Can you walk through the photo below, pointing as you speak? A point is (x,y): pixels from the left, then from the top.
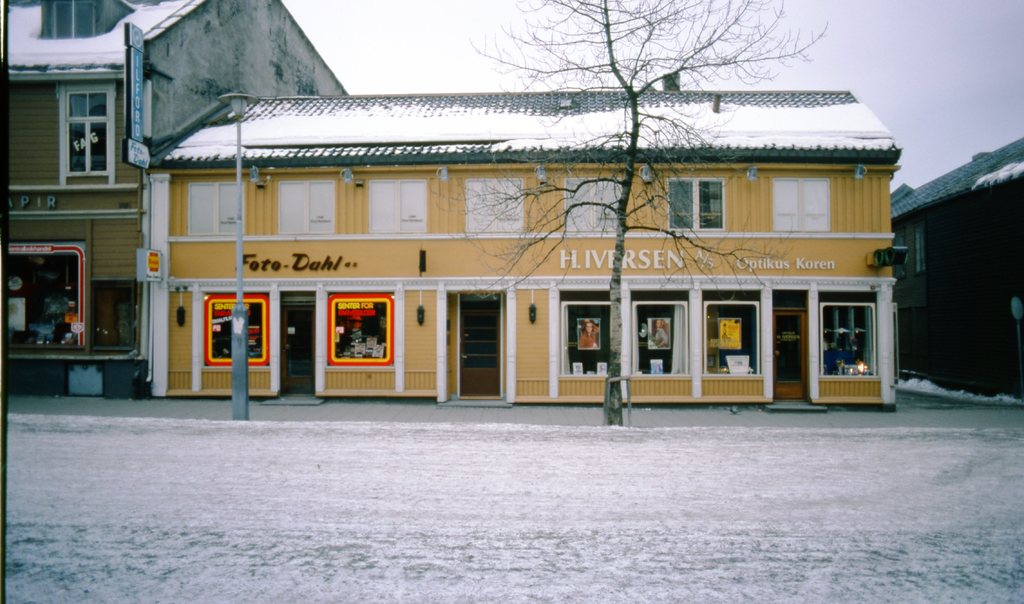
There is a road (345,488). On that there is snow (639,482). Also there is a tree (614,290) and street light pole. In the back (260,202) there are buildings (244,168) with windows (399,212), doors (792,372). On the buildings (412,329) there are some things (222,320) are pasted and written. In the background (830,58) there is sky (847,61).
